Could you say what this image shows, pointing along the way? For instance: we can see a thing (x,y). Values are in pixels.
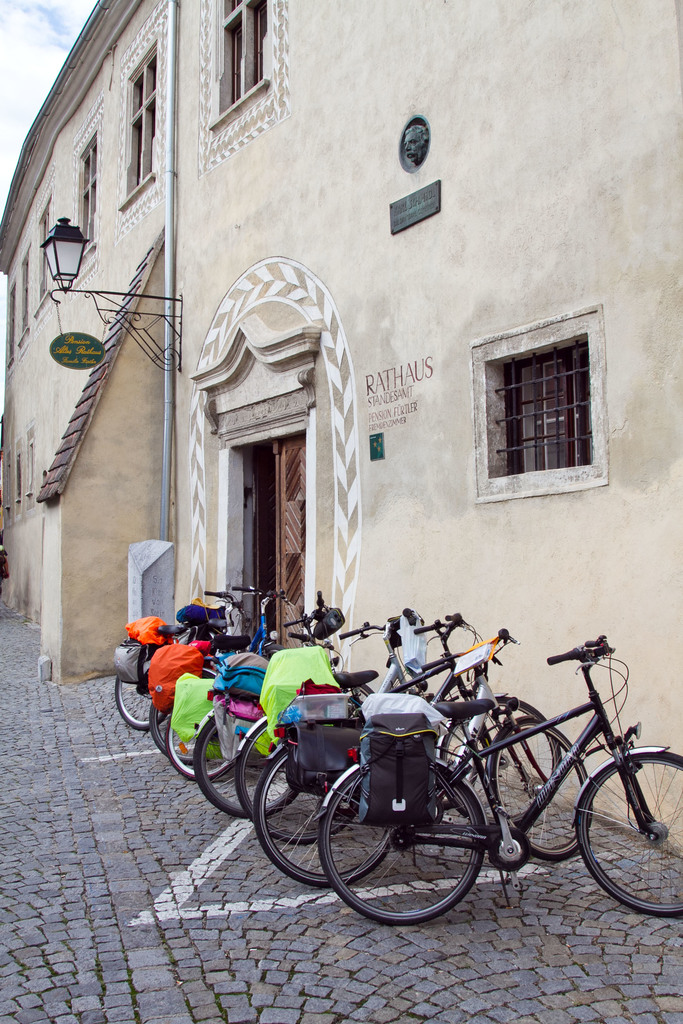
In the picture I can see the building (373,310) and windows (233,52). There is a decorative lamp (144,307) on the wall (121,273) of the building (306,449). I can see the bicycles (170,632) parked on the road (337,855) and there are bags (371,703) on the carrier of the bicycles (349,674). There is a pipeline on the wall (360,123). There are clouds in the sky (9,151).
